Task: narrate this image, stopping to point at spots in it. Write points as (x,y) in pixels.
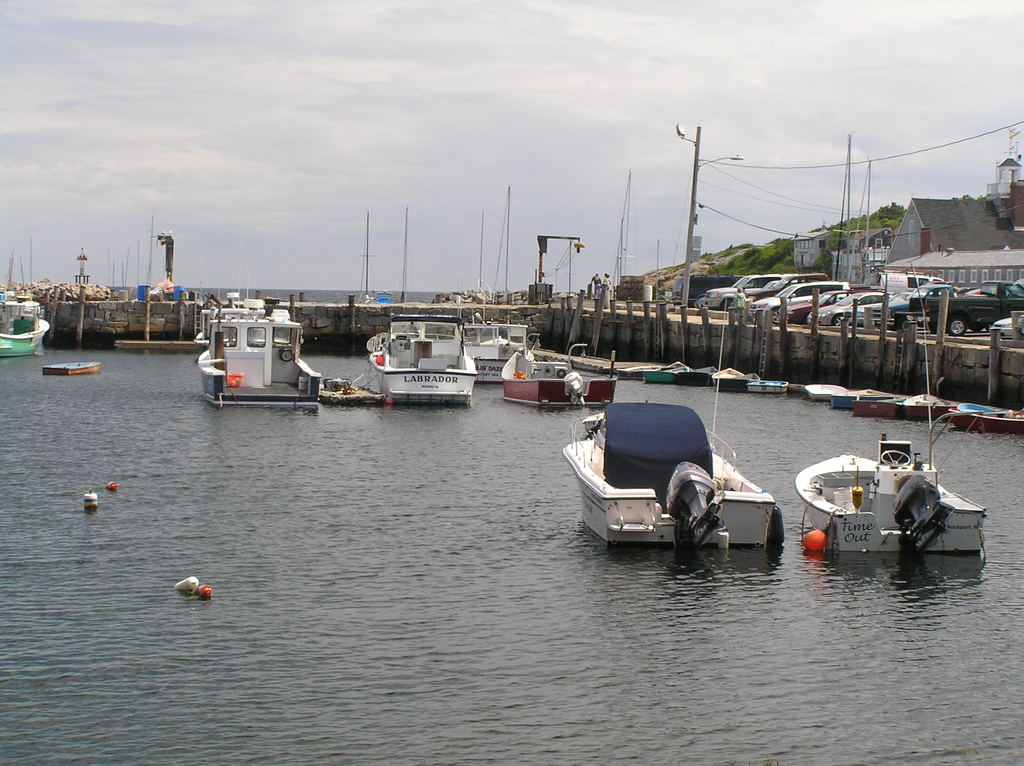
In this image at the bottom (641,564) there is a river (537,546), and in that river (557,431) there are some ships (644,411). And in the background (764,314) there is a wall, poles (886,309), vehicles (897,301), trees (900,210) and some buildings (923,266). And at the top (450,144) there is sky (544,119).
